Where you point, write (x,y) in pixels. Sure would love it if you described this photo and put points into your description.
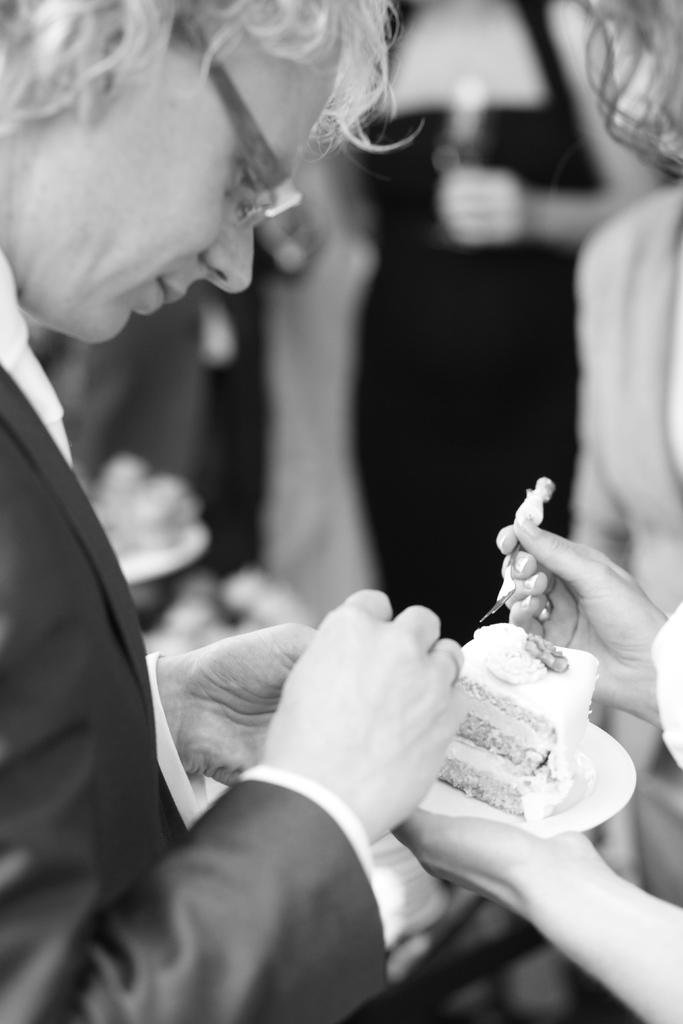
It is the black and white image in which there is a person (252,852) who is taking the cake (484,717) with the spoon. On the right side (627,652) there is a person (671,537) who is holding the cake (526,731) which is on the plate (601,798). In the background (445,343) there is a woman (468,293) who is holding the glass (460,160).
